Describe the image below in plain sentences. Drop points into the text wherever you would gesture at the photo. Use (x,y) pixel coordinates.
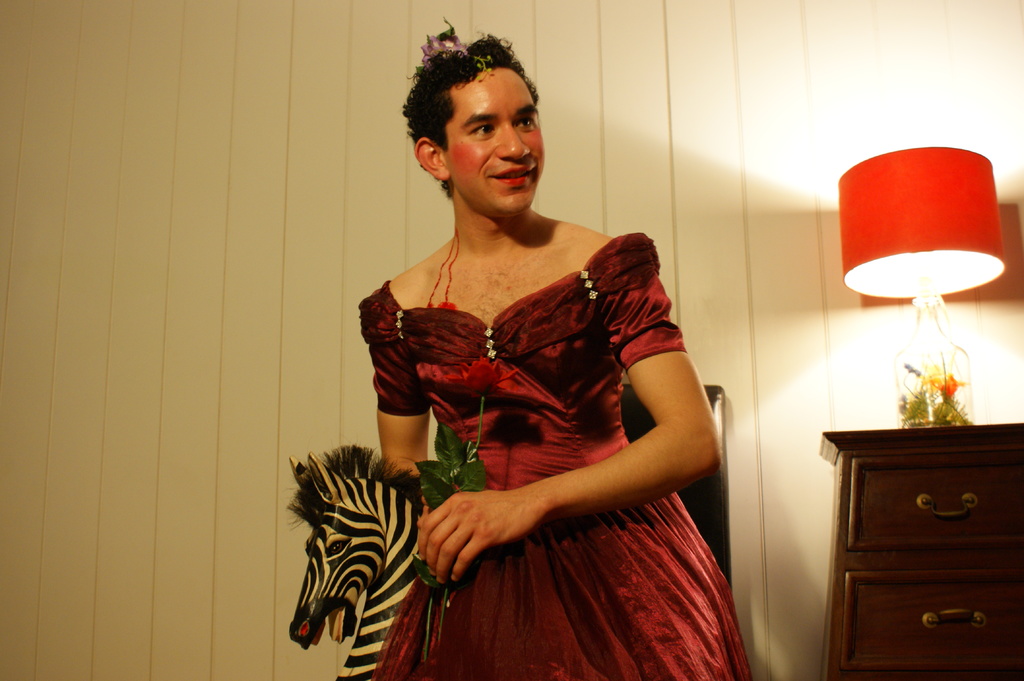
In this image there is a person (484,629) wearing a red dress (546,603). Beside him there is a animal toy (350,570). Person (521,412) is holding leaves (466,487) in his hand (452,523). Beside there is a cabinet (881,490) having lamp (985,187) and flower vase (947,403) on it. Behind it there is a wall (368,150).
